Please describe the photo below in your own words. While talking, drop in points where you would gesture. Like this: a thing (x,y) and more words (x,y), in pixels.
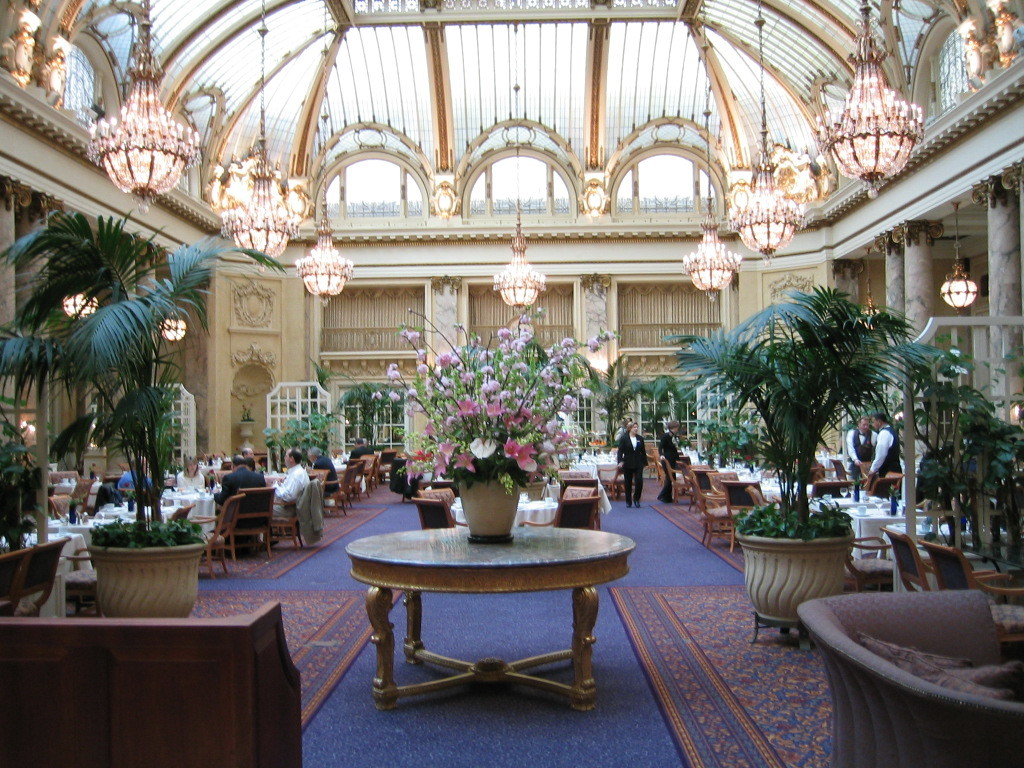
In the middle of the picture (443,424), we see a table (510,552) on which a flower pot (508,448) is placed. Behind that, we see many chairs (562,486) and tables (536,507). On the left side (131,580), we see the plant pots (153,580) and beside that, we see the people (127,486) are sitting on the chairs (243,499). In front of them, we see the tables (168,513). In the left bottom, we see a chair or a bench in brown color. In the right bottom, we see a sofa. On the right side (786,503), we see the plant pots (844,515), chairs (980,572) and tables (874,523) on which some objects (842,490) are placed. We see the people (633,465) are standing. In the background (302,378), we see a wall (329,363) and the windows (405,427). At the top (268,120), we see the chandeliers (156,82) and the roof (271,60) of the building (432,283).
